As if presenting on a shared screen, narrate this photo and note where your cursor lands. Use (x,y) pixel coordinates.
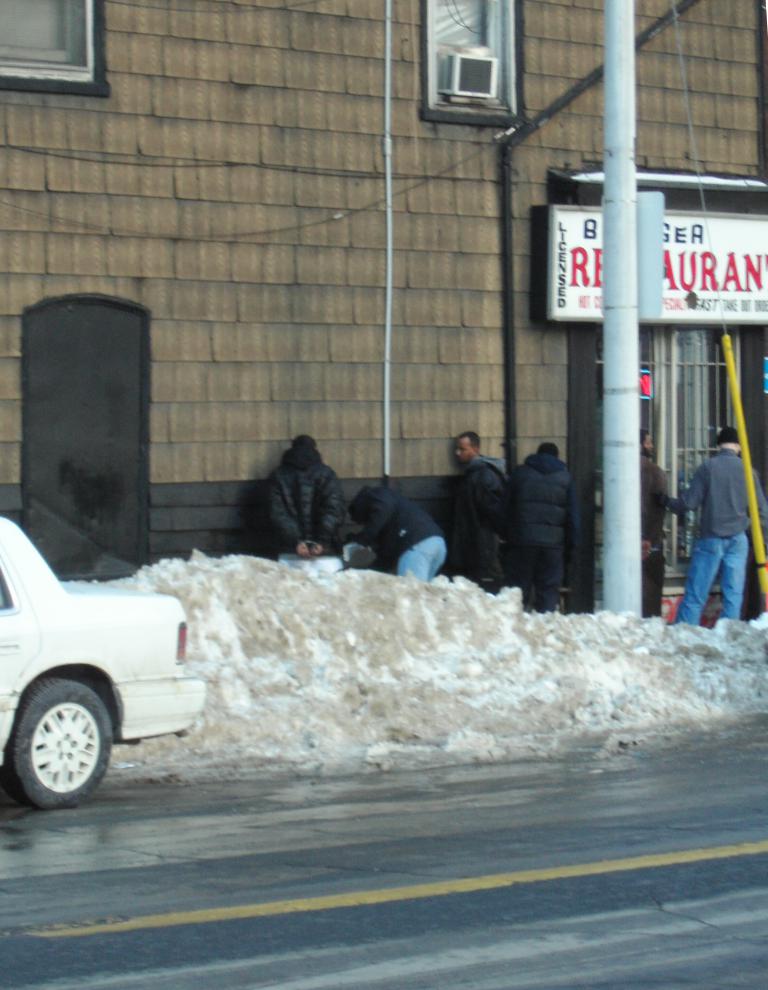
At the bottom (443,879) it is the road (440,877), on the right side (690,573) few men (390,546) are standing, they wore black color coats (461,511). This is the building (271,255) on the left side (225,253). There is a vehicle (97,755) on the road (568,960).
